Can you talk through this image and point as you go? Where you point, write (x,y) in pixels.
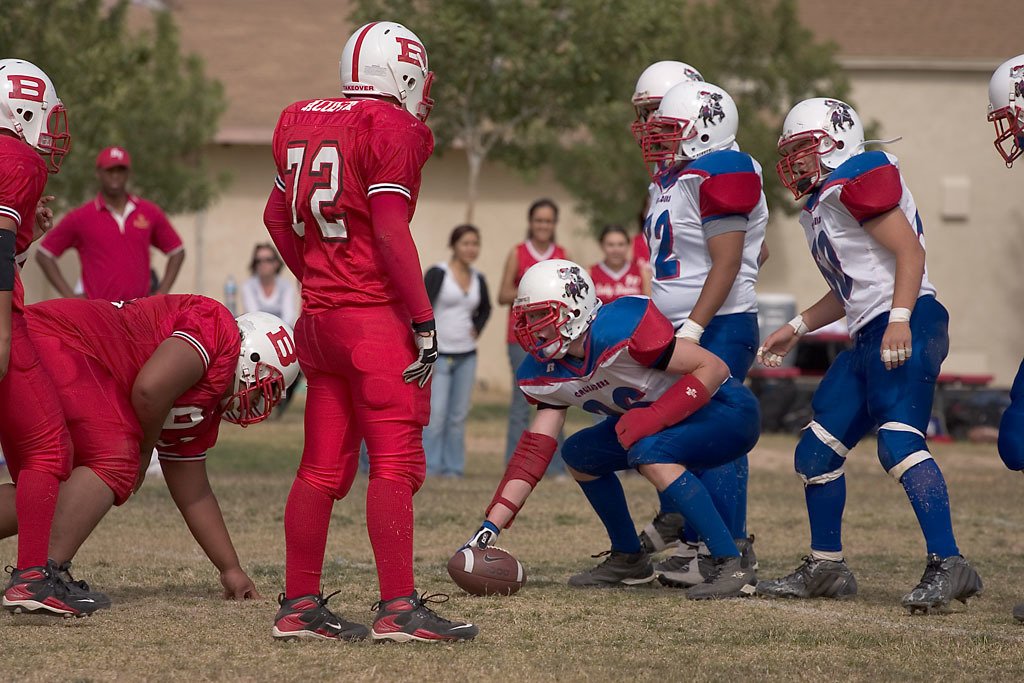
In this image there are people (450,633). There are grass (516,649) and sand (505,657). There are trees (818,66) in the background (145,154). There is a house (1013,244).
